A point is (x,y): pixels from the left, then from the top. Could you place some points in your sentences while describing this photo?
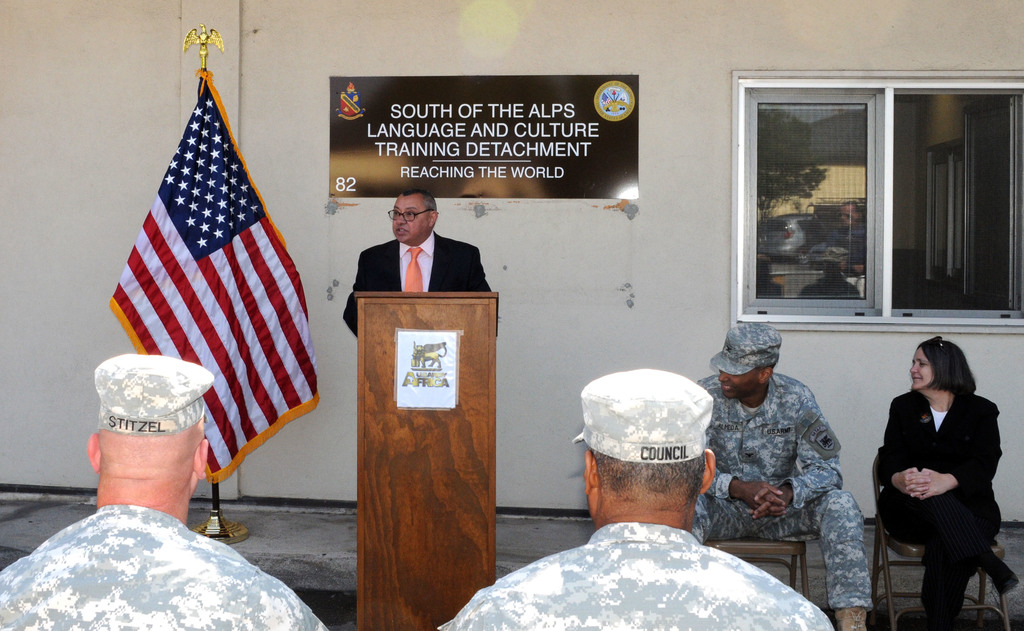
In this image I can see the group of people (606,599) among them, a man (391,274) is standing in front of a podium (423,413) and others (751,462) are sitting on a chair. I can also see there is flag (202,184) and a window (813,192).
